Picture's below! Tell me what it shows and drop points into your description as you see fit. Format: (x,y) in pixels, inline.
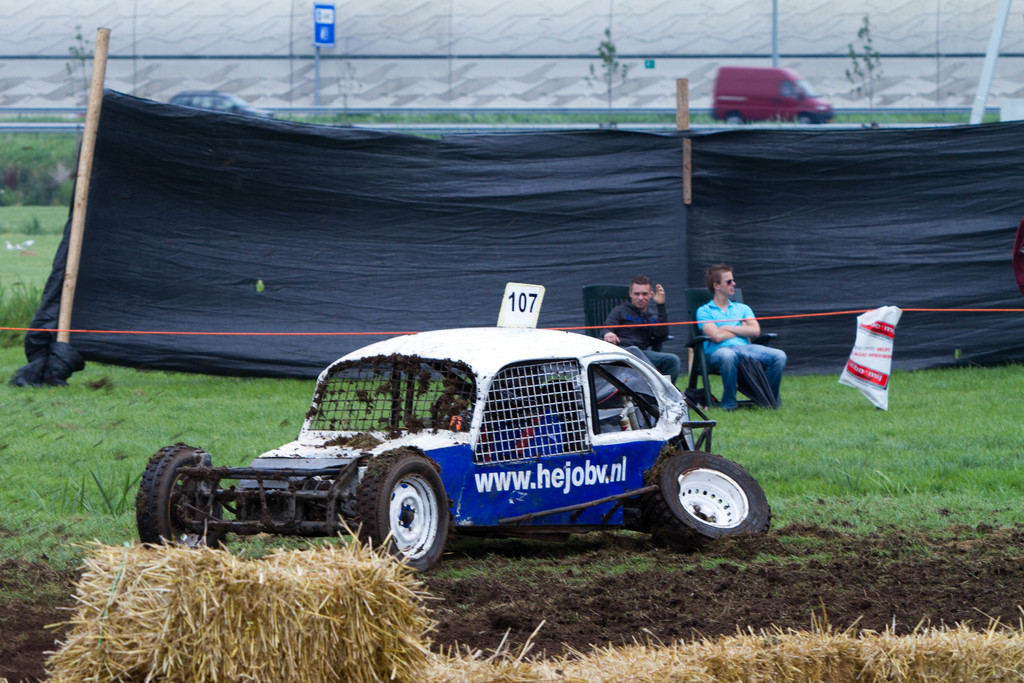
In this image we can see two people (665,356) sitting in chairs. At the bottom (344,578) we can see the hay (528,644). And we can see the tent (707,240) and some boards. We can see the vehicles (740,90) on the road (532,124).
